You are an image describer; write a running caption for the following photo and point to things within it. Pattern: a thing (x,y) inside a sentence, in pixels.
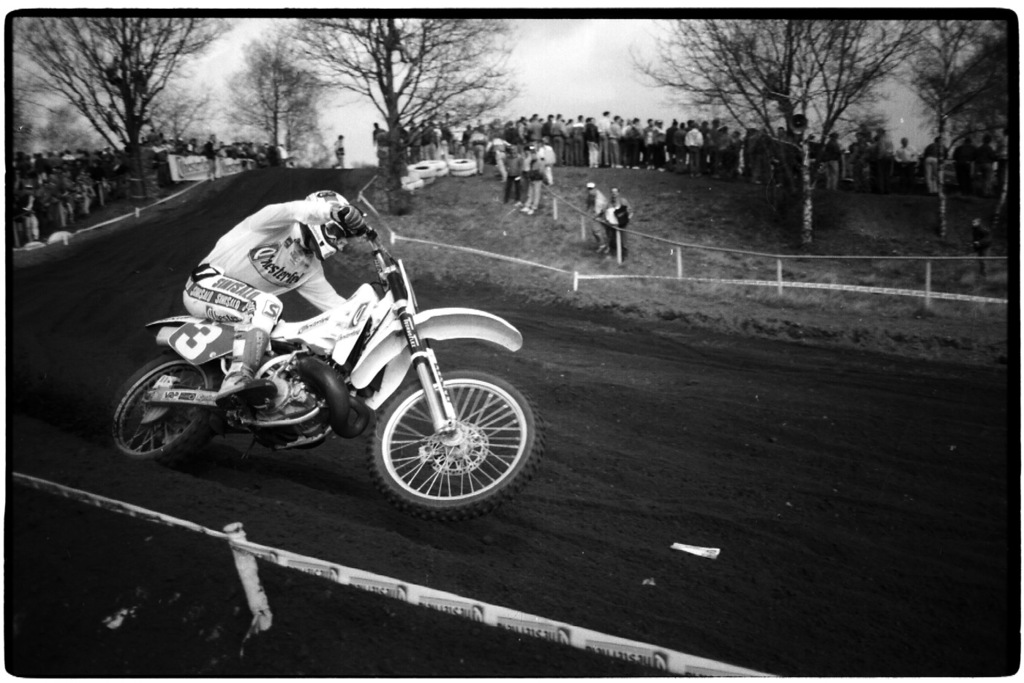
Here we can see a person (342,230) riding a motor bike (415,363) on a race track (327,268) and behind him we can see number of people (36,194) standing and seeing him and there are number of trees (444,47) present.
